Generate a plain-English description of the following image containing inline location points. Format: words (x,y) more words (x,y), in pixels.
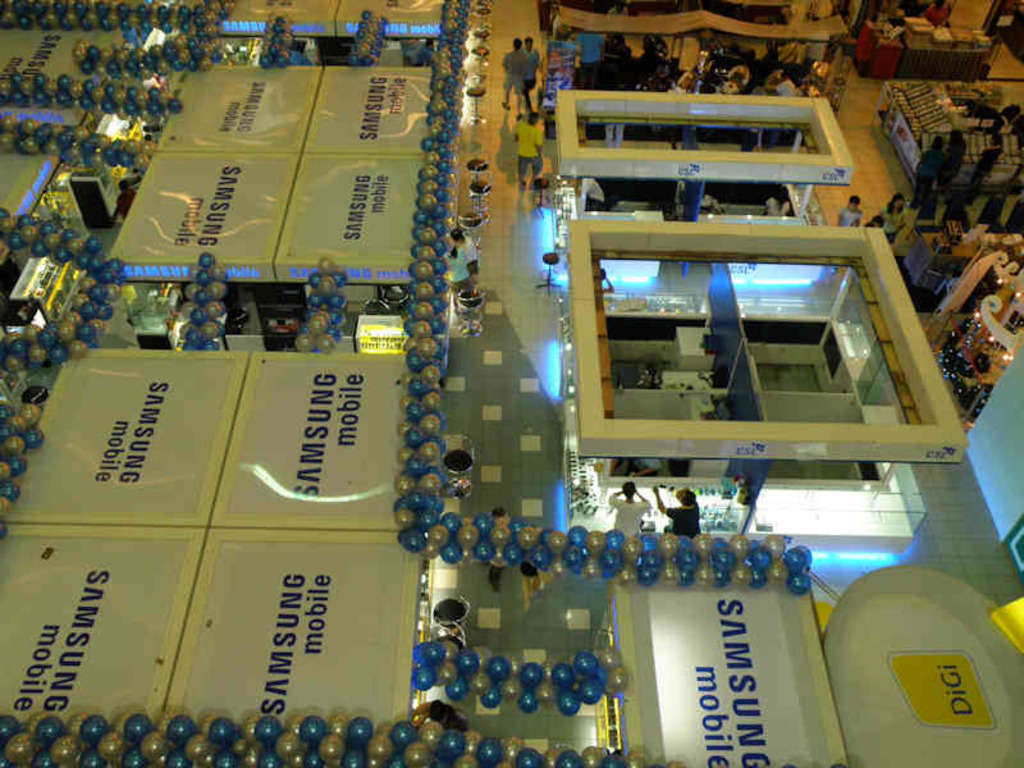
This is an aerial view. In this picture we can see the boards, balloons (463,734), chairs (459,609), some persons (597,42), roof (747,111), stores (755,164), floor (553,407), lights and some objects (969,175).
